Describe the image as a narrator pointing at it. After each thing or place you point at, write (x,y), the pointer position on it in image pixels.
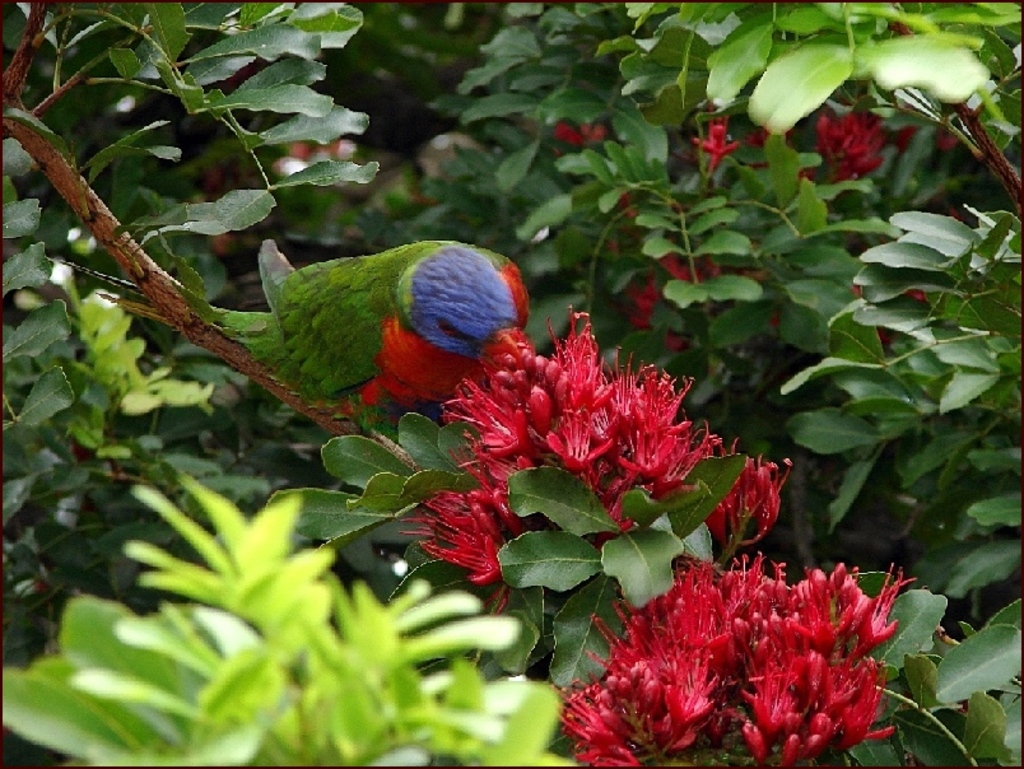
In this image we can see a bird (364,302). We can also see the red color flower plants (664,508).
